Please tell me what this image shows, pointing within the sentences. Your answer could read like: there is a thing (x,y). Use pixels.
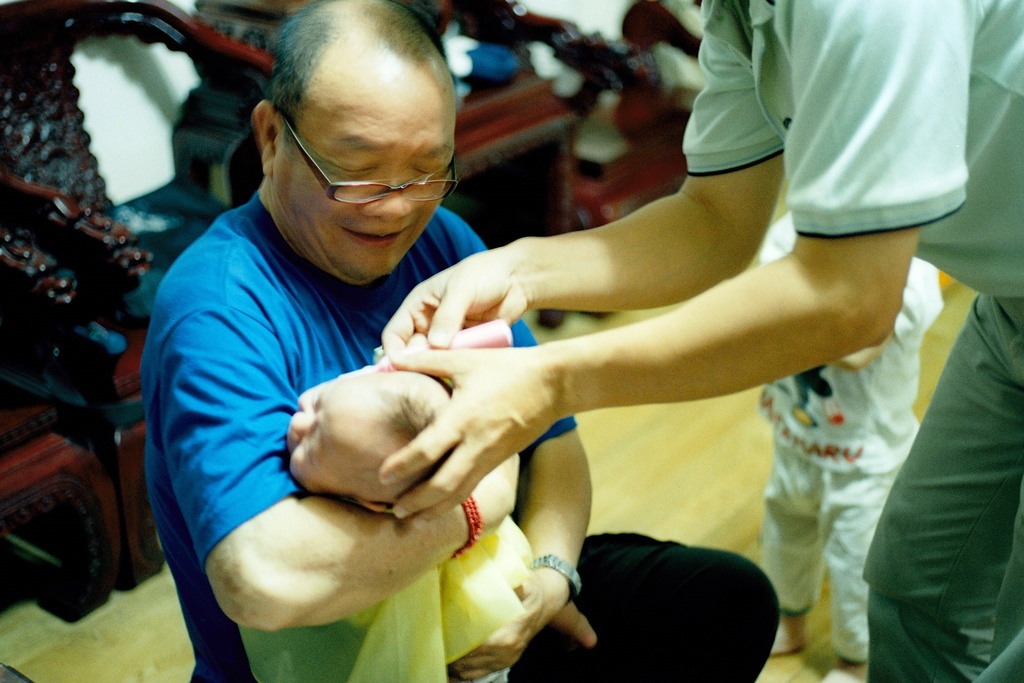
In this image we can see a few people (549,302), among them one person (399,550) is carrying a baby (380,416) and the other person (703,307) is holding an object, in the background (164,249) we can see some objects (177,156) and the wall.
